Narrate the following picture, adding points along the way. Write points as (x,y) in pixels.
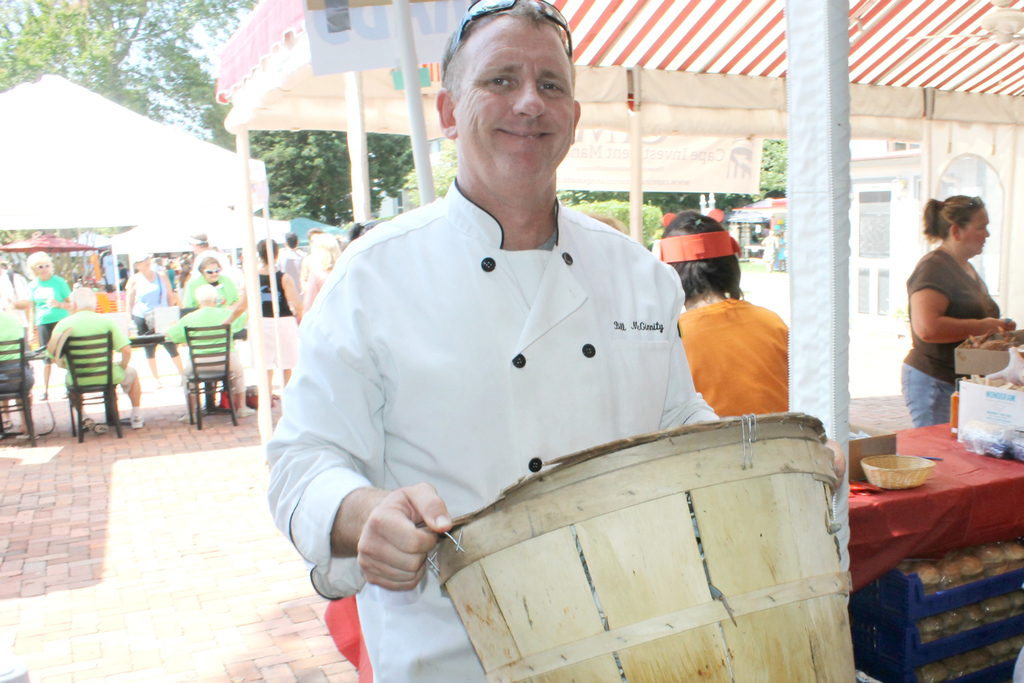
This image is taken outdoors. At the bottom of the image (148,603) there is a floor (167,561). In the background (765,155) there are many trees (327,204) and plants (776,161) and a few stalls (770,215). On the right side of the image (848,84) there is a stall (1004,517) with a few things (891,436) in it. A woman (972,321) is standing on the floor (239,454). In the middle of the image (588,313) a man (626,243) is standing on the floor (218,467) and he is holding a basket (555,529) in his hands (419,540). On the left side of the image (166,185) there are a few stalls (46,178) with many things (228,406) inside and a few are sitting on the chairs (99,362) and a few are standing.
